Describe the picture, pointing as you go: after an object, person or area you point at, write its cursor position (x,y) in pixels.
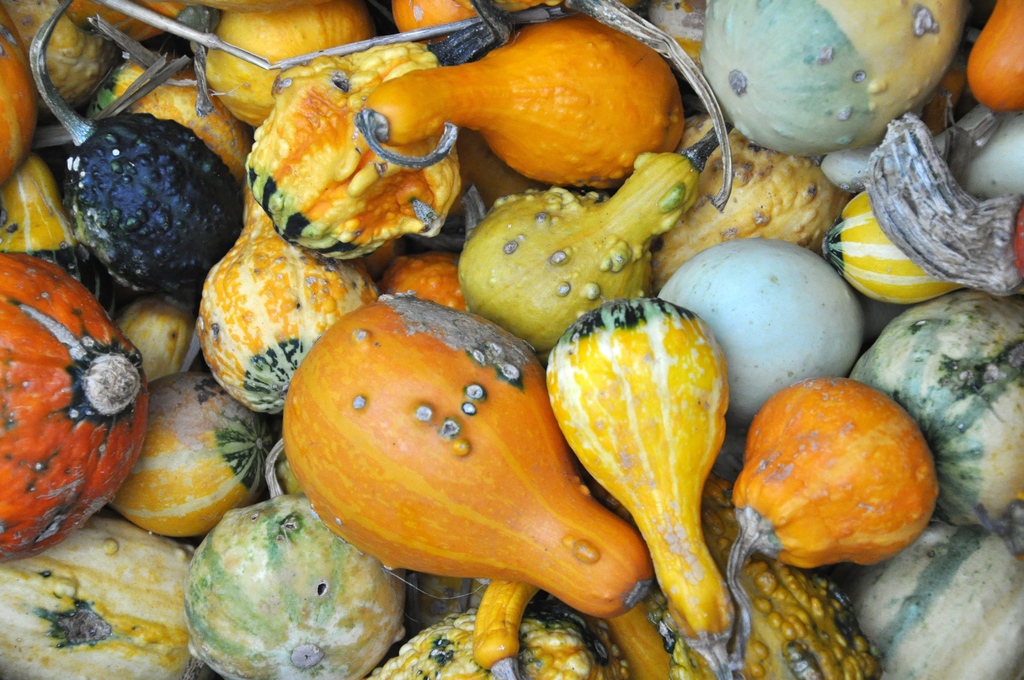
There are few fruits (497,294) and vegetables (391,222) which are of different colors.
